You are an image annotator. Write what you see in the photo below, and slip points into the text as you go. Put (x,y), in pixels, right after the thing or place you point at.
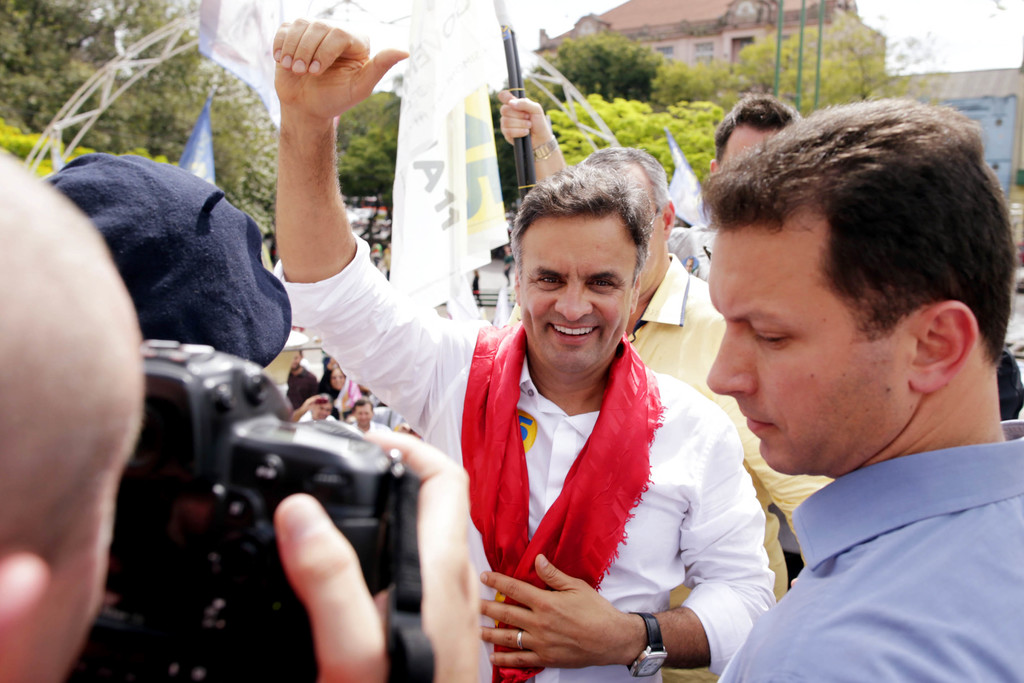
This picture is of outside. On the right (930,381) there is a man (900,560) wearing blue color dress (879,608). In the center (596,405) there is a man (560,303) wearing white color shirt (664,469), red color scarf (633,469), smiling and standing. On the left (56,298) there is a person (69,452) seems to be standing, holding a camera (246,457) and taking pictures. In the background (329,405) we can see group of people (336,391), buildings (793,19), sky (933,23) and trees (668,69).
